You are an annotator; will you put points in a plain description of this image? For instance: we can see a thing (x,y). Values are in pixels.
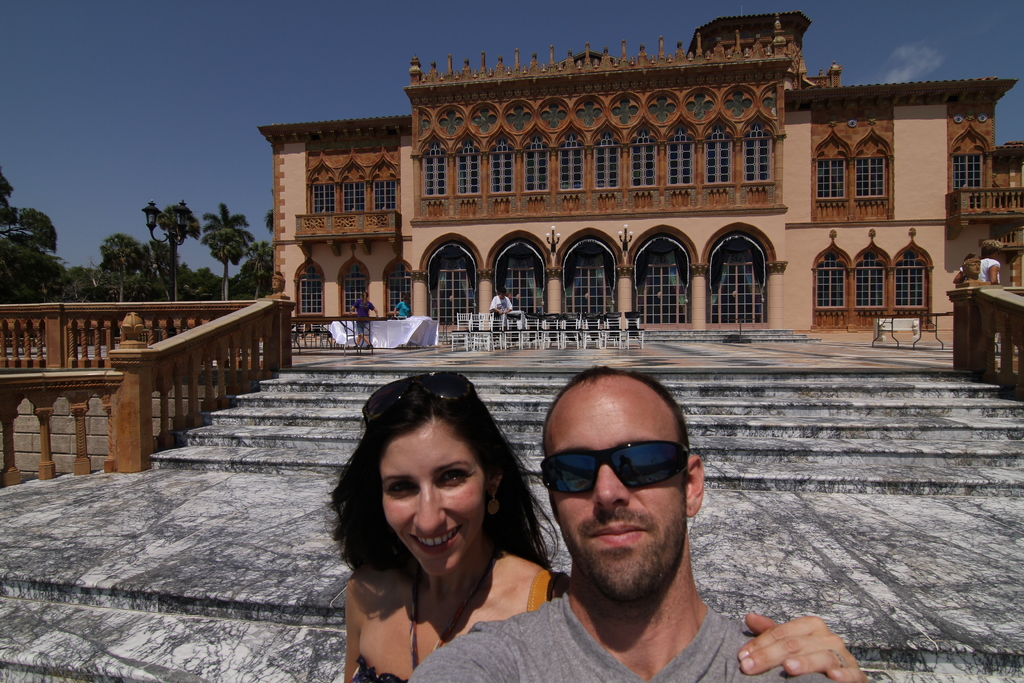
In this image there are people (449,456) and we can see tables (410,325) and chairs (497,346). At the bottom (831,533) there are stairs (790,497). In the background (16,253) there are trees (262,261) and sky (264,148). We can see a building (459,235).
